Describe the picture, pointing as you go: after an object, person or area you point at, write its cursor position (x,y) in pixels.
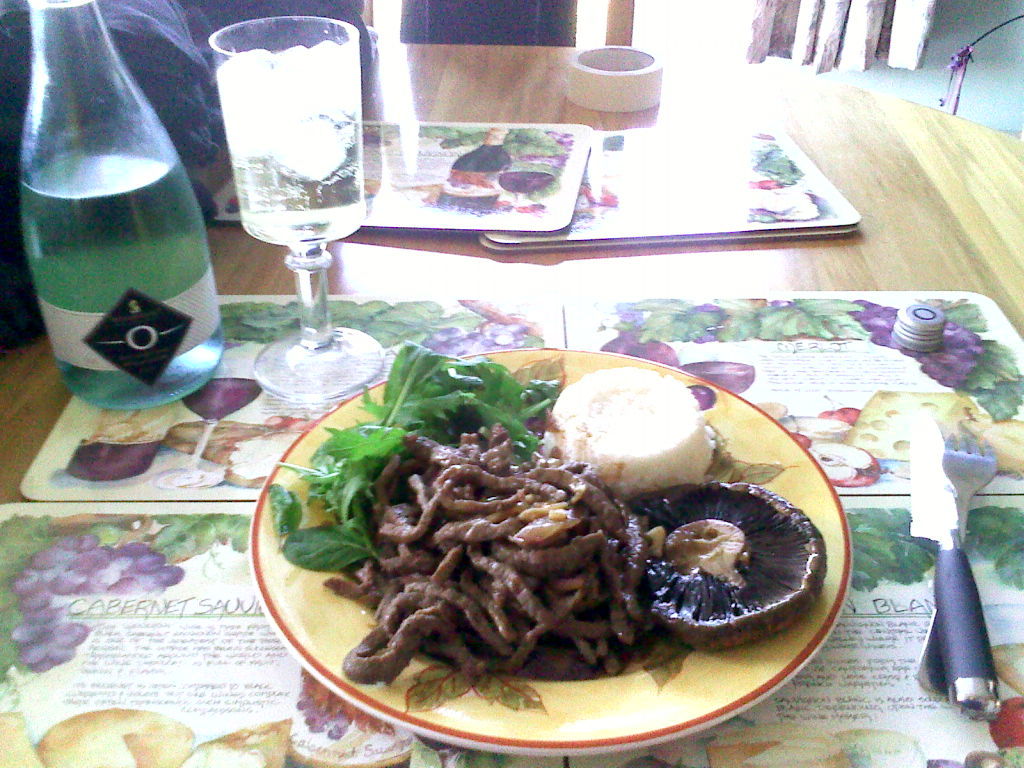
In a picture there is one table (606,271) and on the table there is one plate (569,681) and some food (457,594) in the plate (624,680) and one fork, knife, glass (261,222) and bottle (103,189) and some table mats (621,216) are present.
